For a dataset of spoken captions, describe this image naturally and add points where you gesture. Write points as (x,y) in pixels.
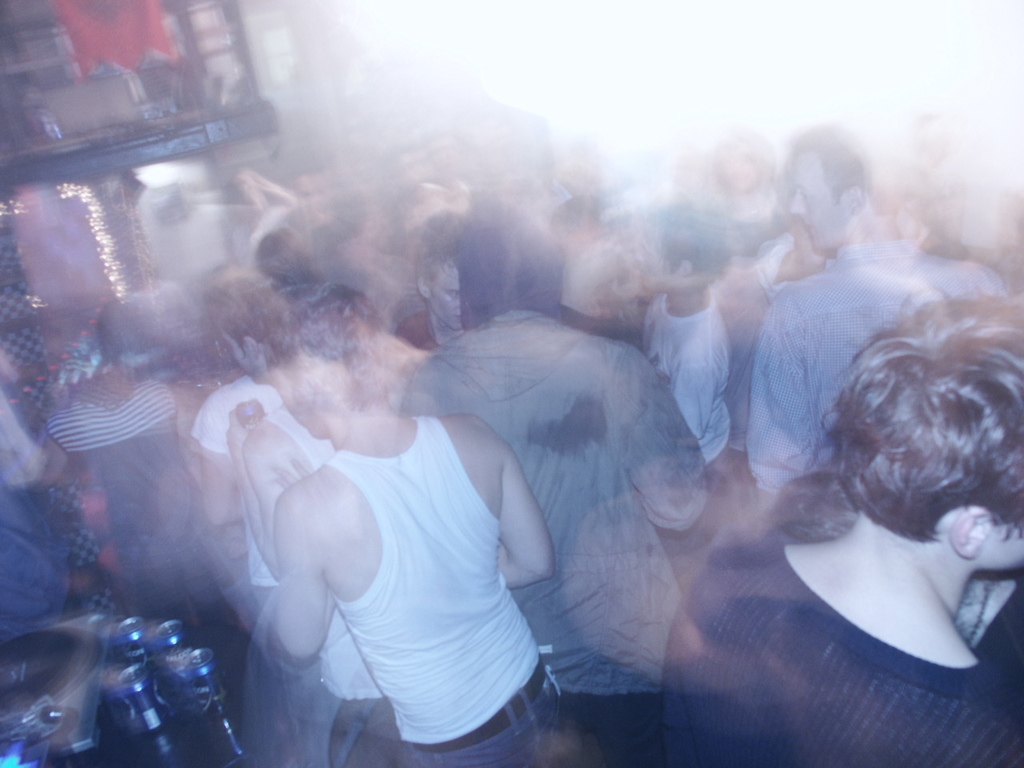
This is a blur image. In this image we can see people (440,461) standing on the floor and there are beverage tins (139,697) placed on the side table (89,618).
